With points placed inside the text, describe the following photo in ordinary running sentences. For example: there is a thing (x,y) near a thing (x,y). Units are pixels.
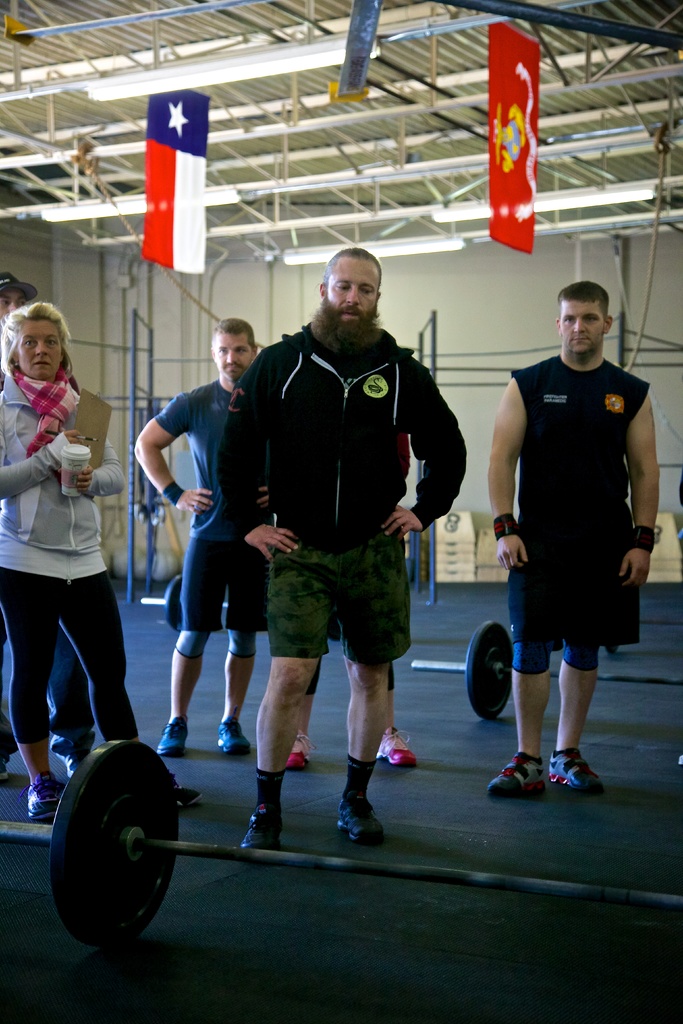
In this image I see few persons (388,466) who are standing and I see the rods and black color things (169,819) on it and in the background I see 2 flags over here which are colorful and I see few more rods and the wall (412,312).
